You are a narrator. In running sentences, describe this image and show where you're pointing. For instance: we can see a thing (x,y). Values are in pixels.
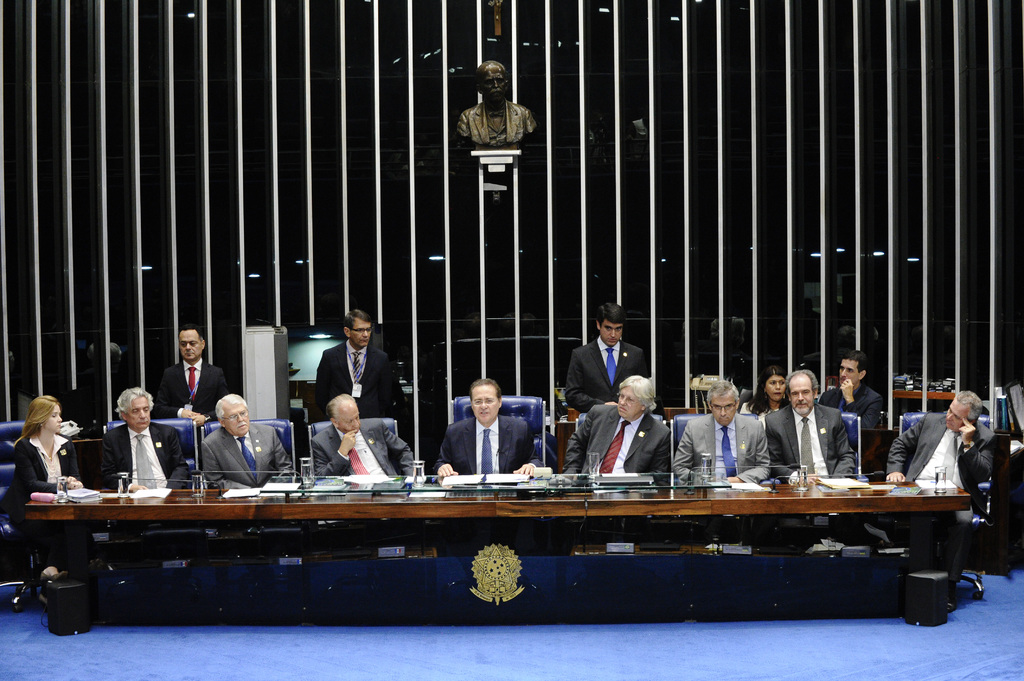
Here in this picture we can see number of people (515,435) sitting on chairs (191,444) with table (89,513) in front of them having papers (170,489), glasses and microphones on it over there and on the either side on the ground (36,631) we can see speakers (927,586) present and behind them also we can see people (600,353) standing over there and at the top (490,118) we can see a statue (501,101) of a person (501,101) and we can see reflections (237,262) on the wall (139,219) present behind them, as we can see lights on the roof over there.
